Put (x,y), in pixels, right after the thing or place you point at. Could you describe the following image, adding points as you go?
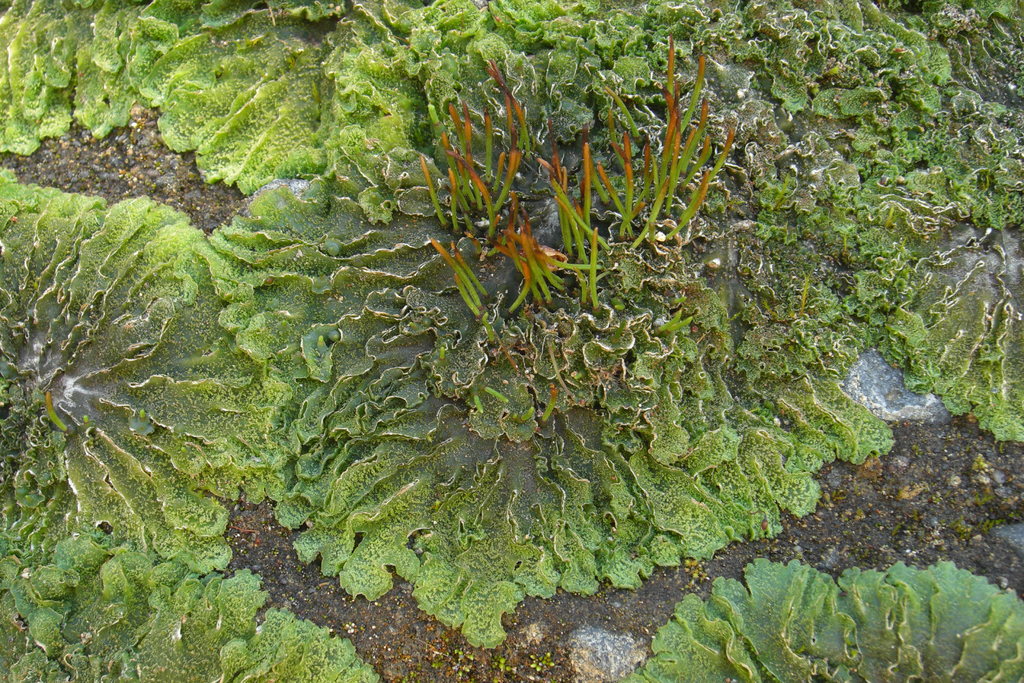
In this image we can see some plants (503,239) on the ground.
